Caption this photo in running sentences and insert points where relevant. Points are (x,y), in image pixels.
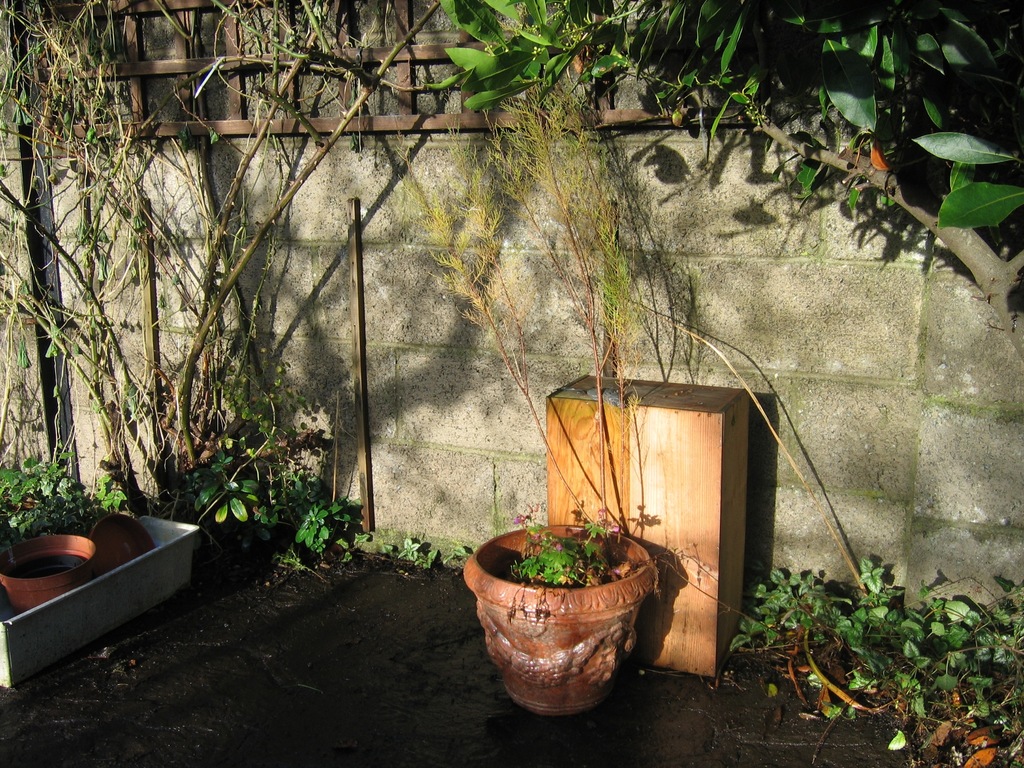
On the left side (88,607) there is a vessel (65,592). On that there is a pot (56,550). Also there is another vessel (535,611). In the back (610,460) there is a wooden board (616,440). There are plants (579,195) and there is a tree (853,86). In the background (499,257) there is a wall (741,294).
